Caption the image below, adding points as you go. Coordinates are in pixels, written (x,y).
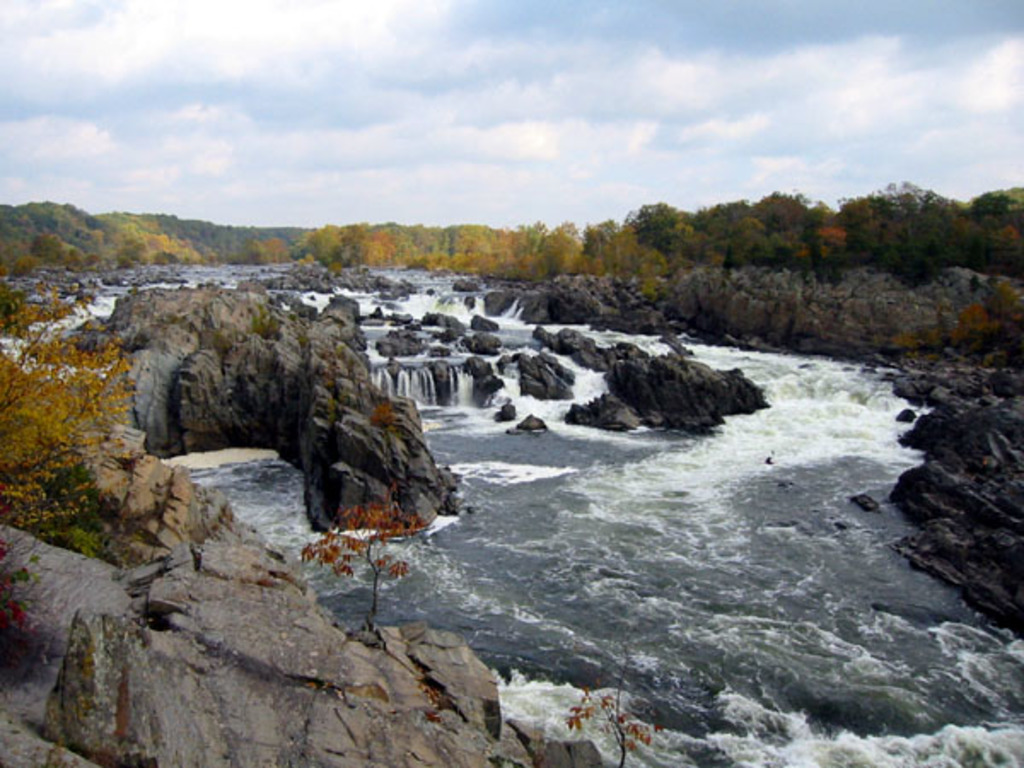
In this image we can see rocks (334,445), water (700,565), trees (877,253) and sky (507,36) with clouds (497,179) in the background (685,63).
